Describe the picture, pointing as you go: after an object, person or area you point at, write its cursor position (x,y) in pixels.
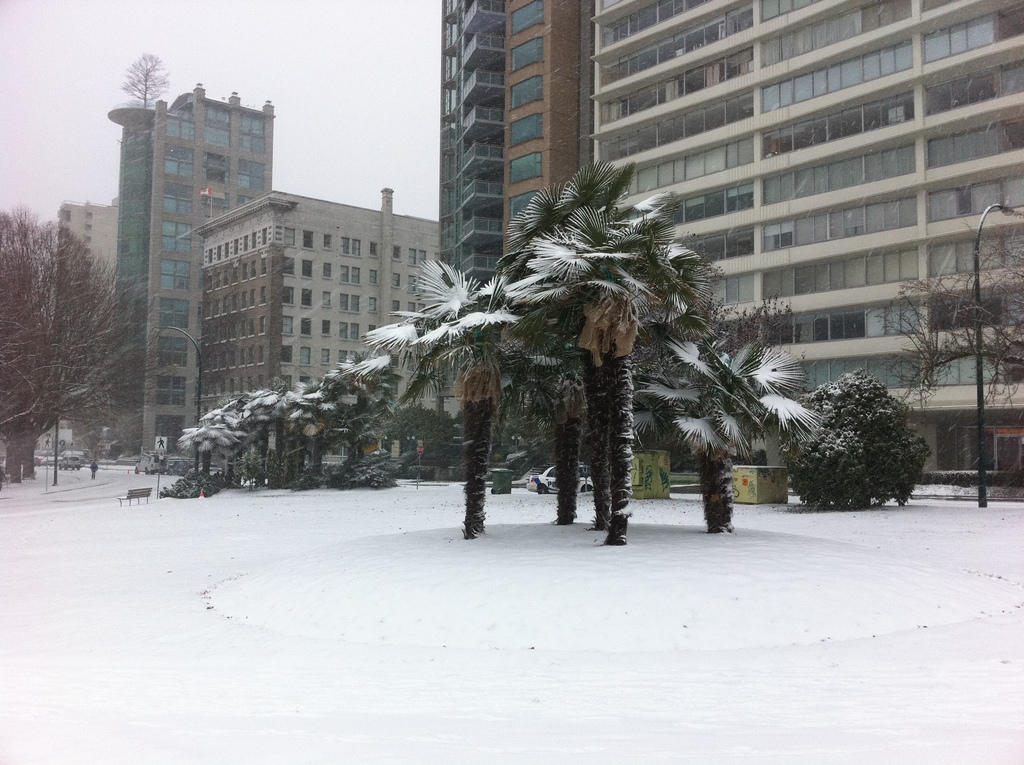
In this picture we can see the white and brown buildings (746,122) with many windows (806,274). In the front (562,425) bottom side there are some coconut trees (598,230) and snow (110,621) on the ground (110,602). On the left corner (84,311) we can see dry trees (40,338) and buildings (206,295).
